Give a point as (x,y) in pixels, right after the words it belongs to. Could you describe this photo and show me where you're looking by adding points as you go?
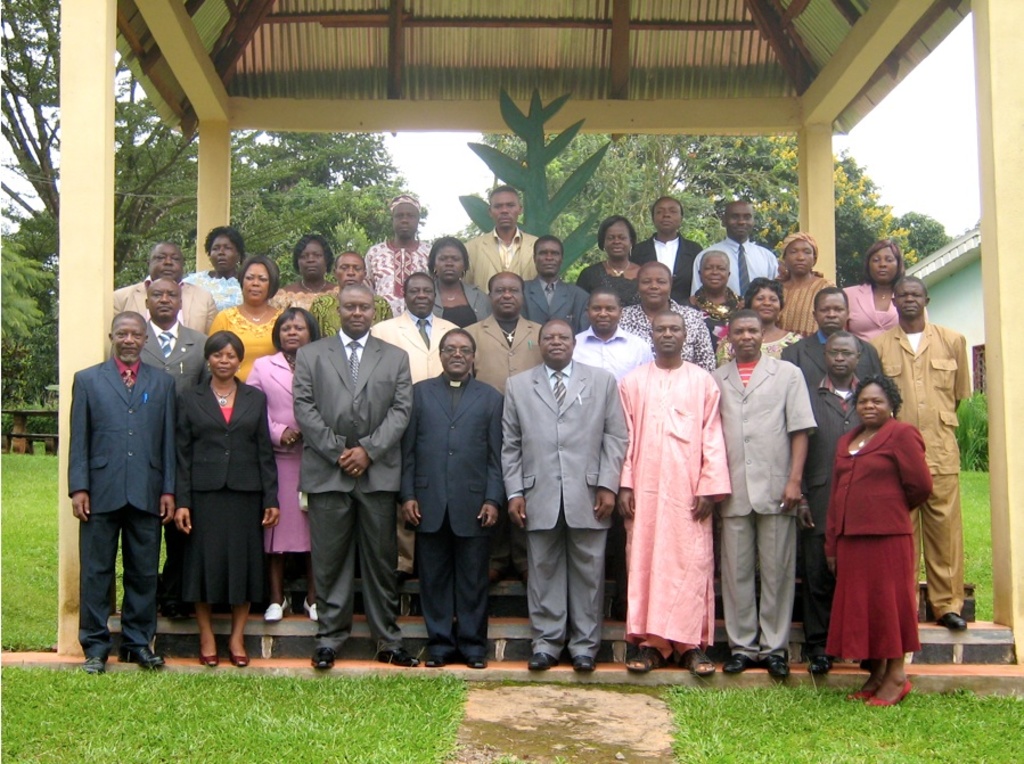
In this image I can see the group of people (590,339) with different color dresses (624,388). I can see these people (702,488) are standing under the shed (832,187). In the background (361,208) I can see many trees (617,165), house (963,303) and the sky (970,132). I can also see the yellow color flowers (756,205) to the trees (753,170).
